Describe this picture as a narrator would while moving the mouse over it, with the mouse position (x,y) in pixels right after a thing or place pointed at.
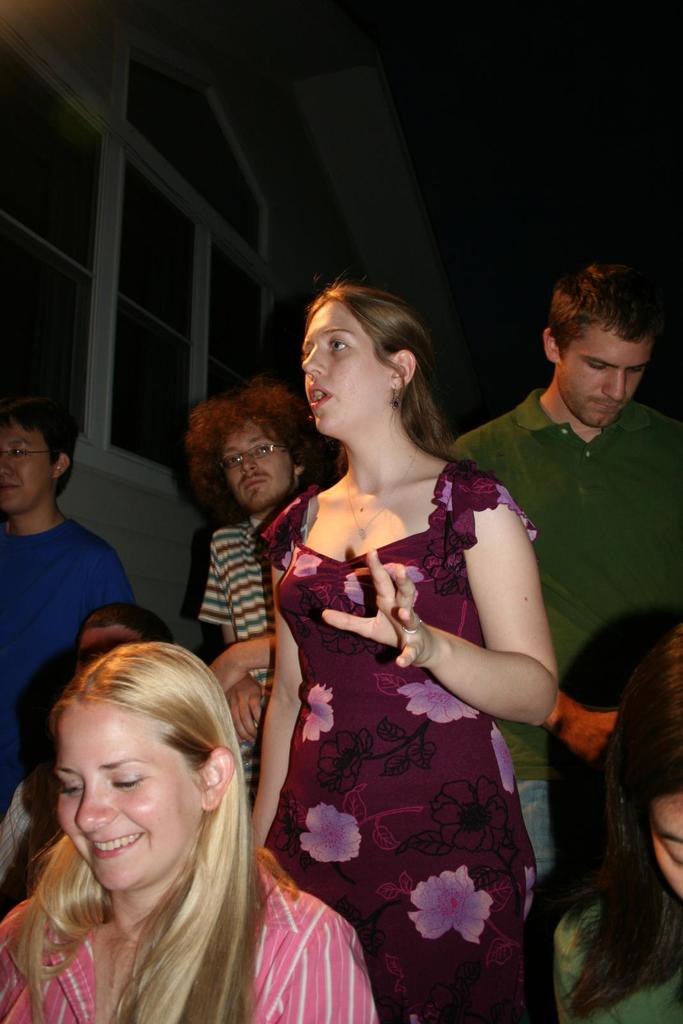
Here in this picture we can see a group of people (386,549) present over a place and the woman (240,815) in the front (207,830) is smiling and the woman (281,743) in the middle (333,680) is speaking something.
